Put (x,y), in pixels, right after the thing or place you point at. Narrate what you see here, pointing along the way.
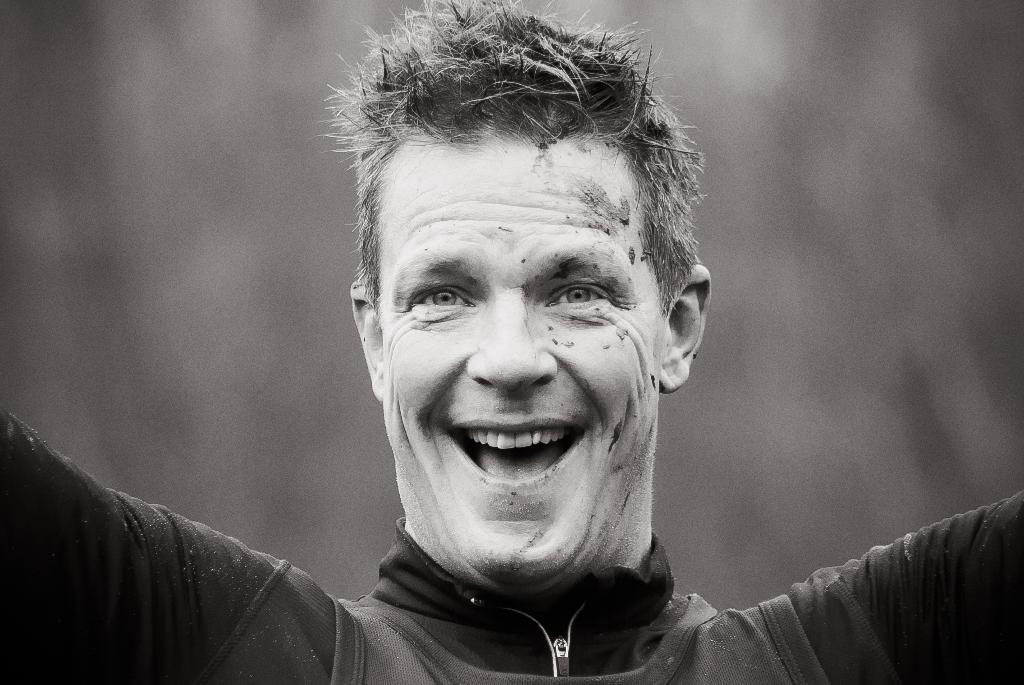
In the picture I can see a man (608,286) in the middle of the image (455,278). He is wearing a black color jacket (449,611) and there is a smile (539,438) on his face (475,341).
